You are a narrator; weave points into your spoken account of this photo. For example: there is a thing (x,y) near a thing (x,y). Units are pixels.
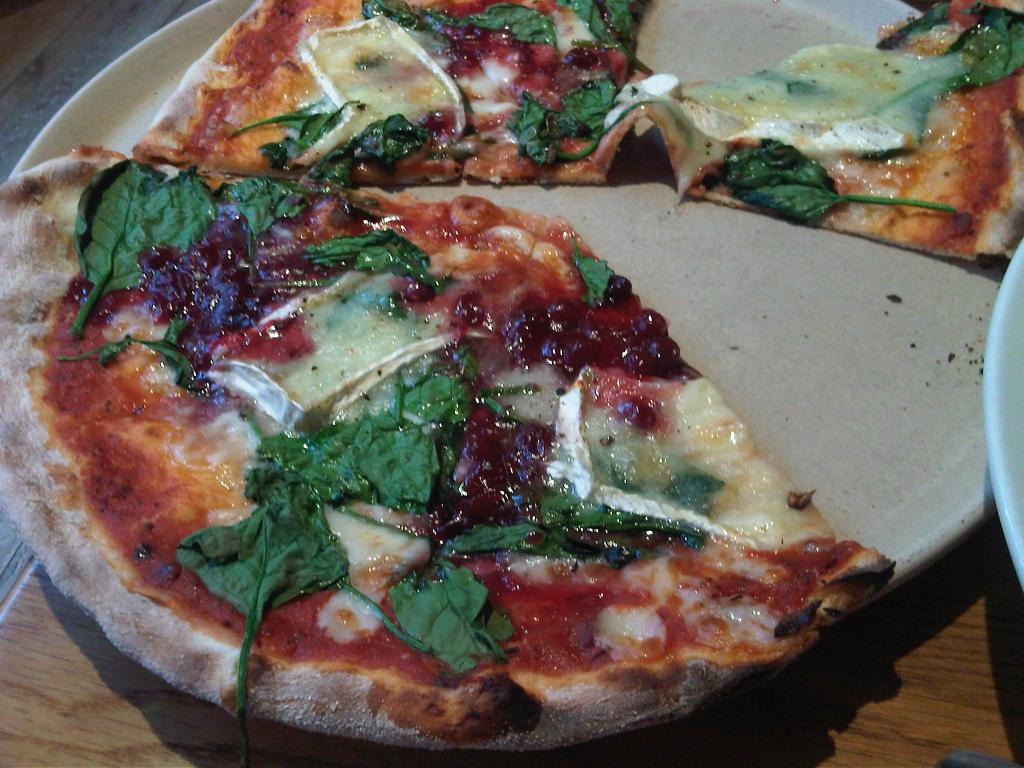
In this image I can see the brown colored surface (837,665) and on it I can see two white colored plates (950,412). On the plate (860,335) I can see few pizza pieces (489,389) which are red, brown, cream and green in color.
